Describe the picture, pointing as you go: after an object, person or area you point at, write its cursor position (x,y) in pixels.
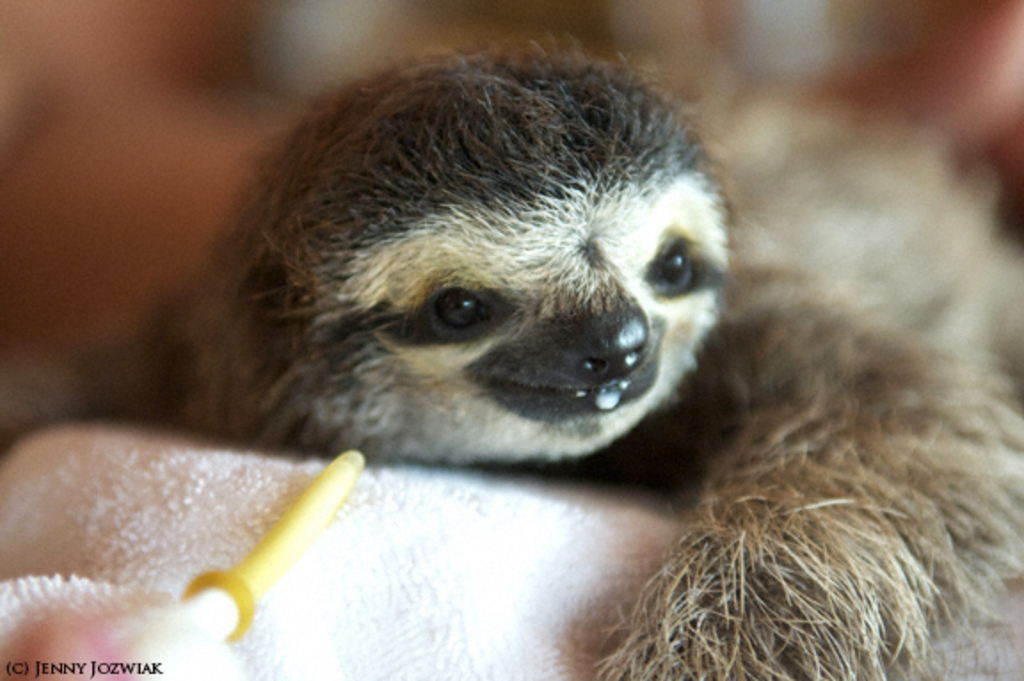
In this image I can see a sloth (632,641) on a white cloth (539,598). The background (8,200) is blurred.
